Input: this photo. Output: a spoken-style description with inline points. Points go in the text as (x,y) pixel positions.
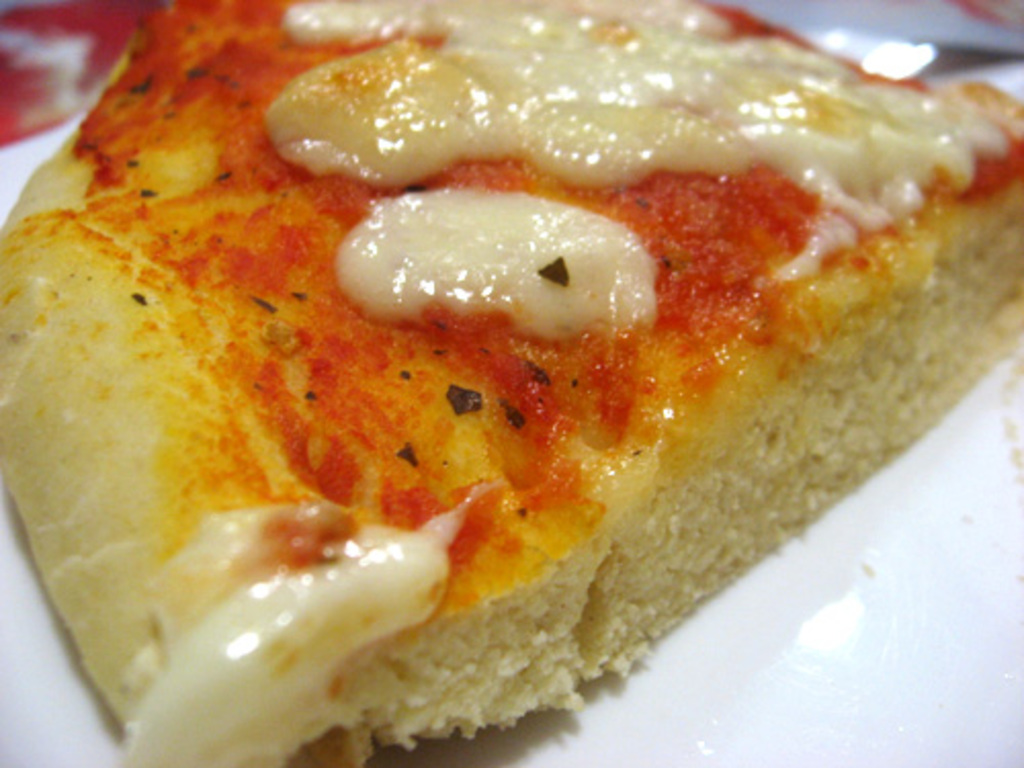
In this image I can see food item (538,418) on a white color plate (723,687).
